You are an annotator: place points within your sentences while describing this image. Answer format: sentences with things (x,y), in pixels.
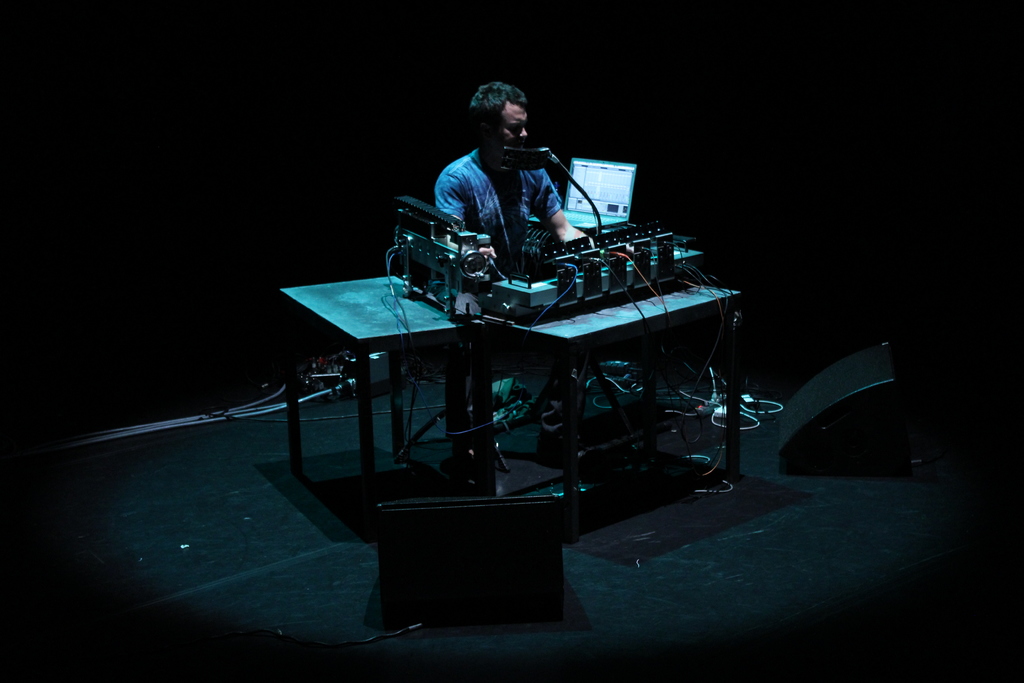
In this image I can see the stage (271,553) and on the stage (310,558) I can see two black colored objects (485,531), few tables (657,370) and on the tables (401,391) I can see few electronic equipment (427,248), few wires (596,261) and a laptop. I can see a person (506,230) wearing blue colored dress (496,195) is sitting in front of the table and I can see the black colored background (110,187).
